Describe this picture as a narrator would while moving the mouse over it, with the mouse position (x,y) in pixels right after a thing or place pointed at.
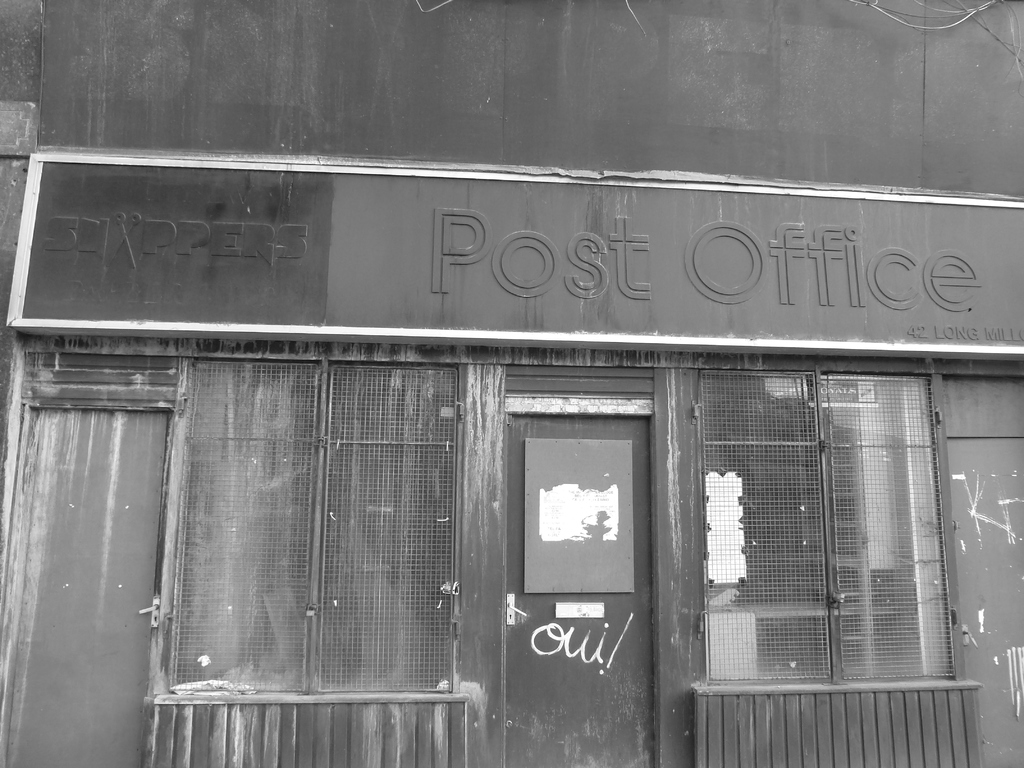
In this image we can see there is a board (532,266) with some text (793,243) on the wall (782,25) of a building (391,452) and there are doors (150,505) and windows (886,634).
